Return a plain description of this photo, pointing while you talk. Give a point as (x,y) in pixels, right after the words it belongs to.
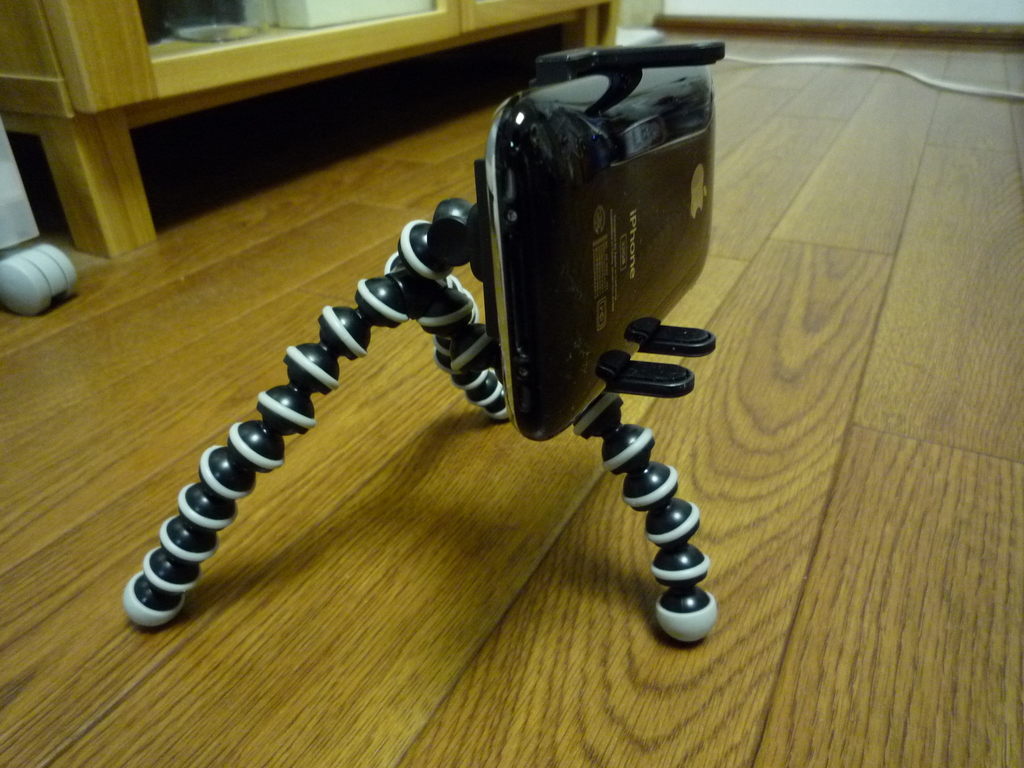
In this picture we can see a black stand (396,299) with a mobile (517,286) on the wooden object (477,469) and on the object (389,520) there is a cable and other things (126,216).
